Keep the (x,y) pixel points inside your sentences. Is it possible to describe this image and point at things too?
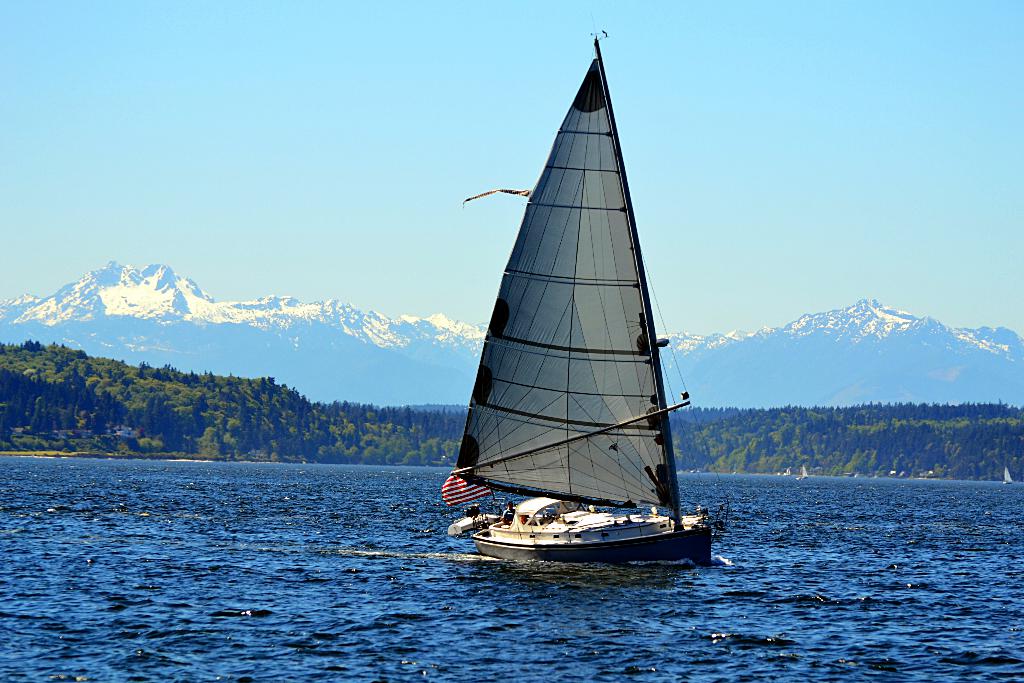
In the picture I can see the sailing ship (486,386) in the water (638,581) and I can see a person (510,508) and a flag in the ship (521,452). In the background (452,443), I can see the mountains (89,294) and trees (223,403).
